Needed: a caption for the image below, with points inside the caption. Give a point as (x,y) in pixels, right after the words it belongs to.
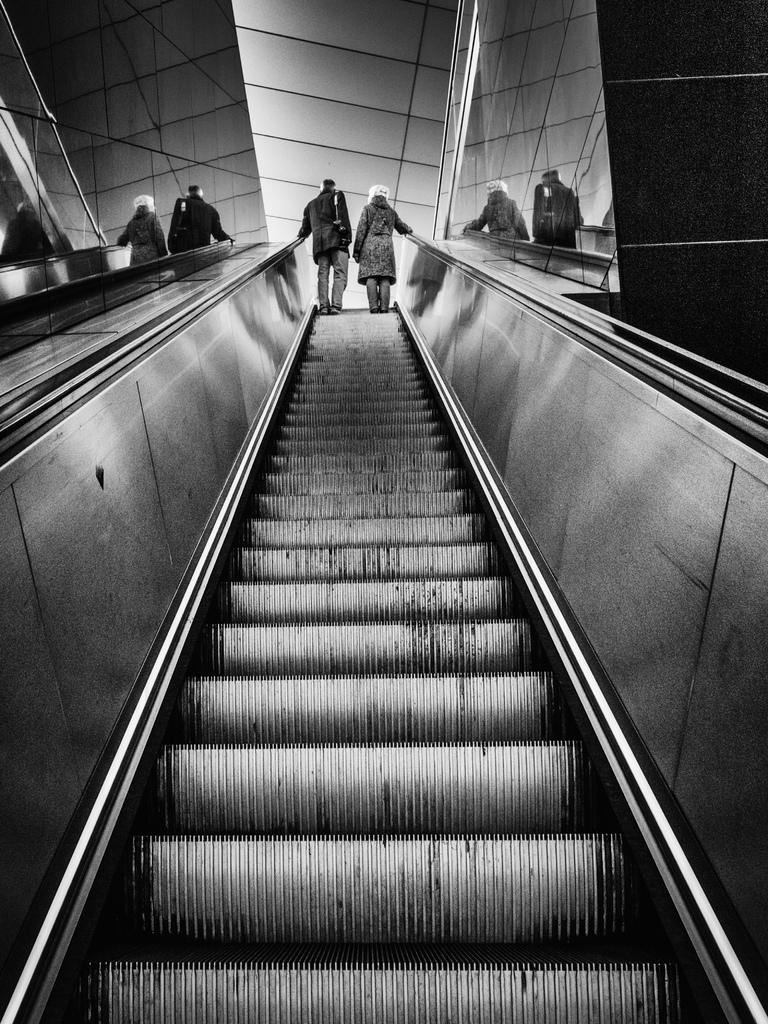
It is a black and white picture. Two people (382,221) are standing on the escalator (266,344). Beside the escalator (311,443) I can see the reflections (181,205) of those people (329,247).
